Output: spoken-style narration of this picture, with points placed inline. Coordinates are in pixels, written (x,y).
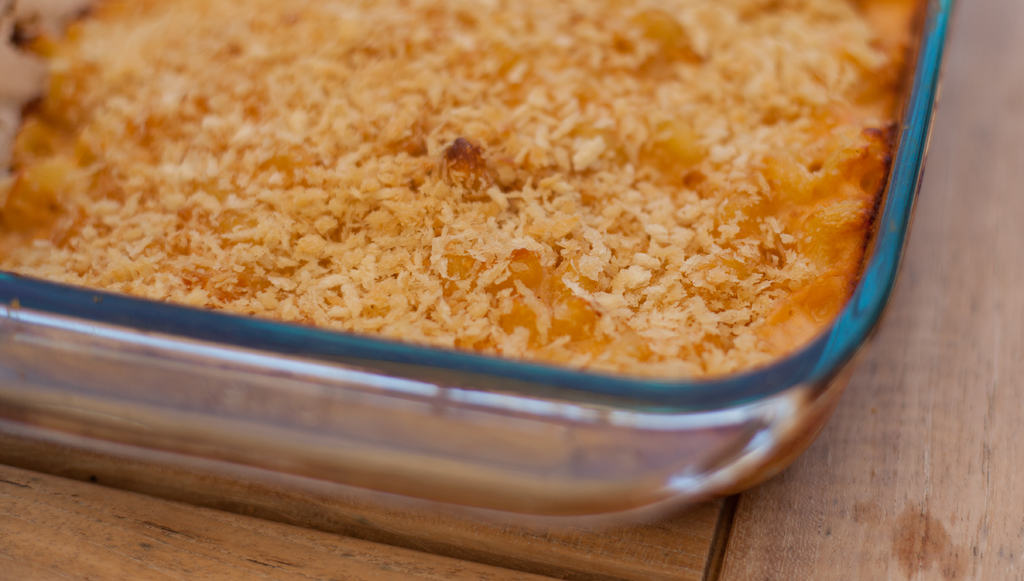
In this image we can see a bowl (729,426) containing food (562,231) placed on the table (624,550).
